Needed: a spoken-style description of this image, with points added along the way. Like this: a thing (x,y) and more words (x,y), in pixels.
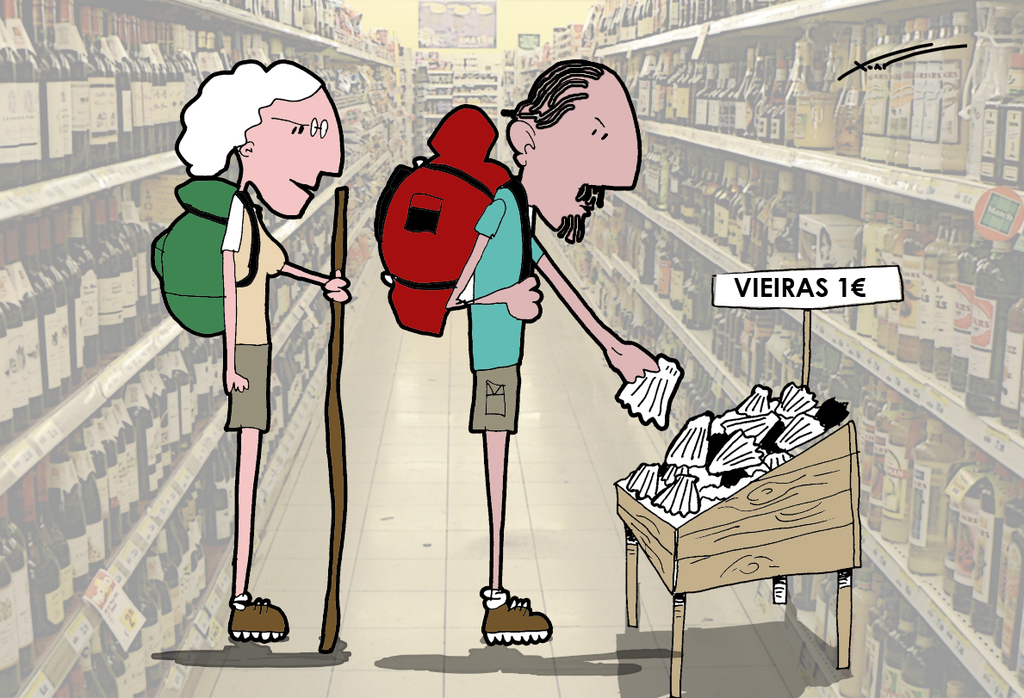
The picture is a cartoon sketch where there are two people (259,349) and the guy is picking up a object (660,382) where there is a poster (763,299) on which VIEIRAS 1 Euro is written.
